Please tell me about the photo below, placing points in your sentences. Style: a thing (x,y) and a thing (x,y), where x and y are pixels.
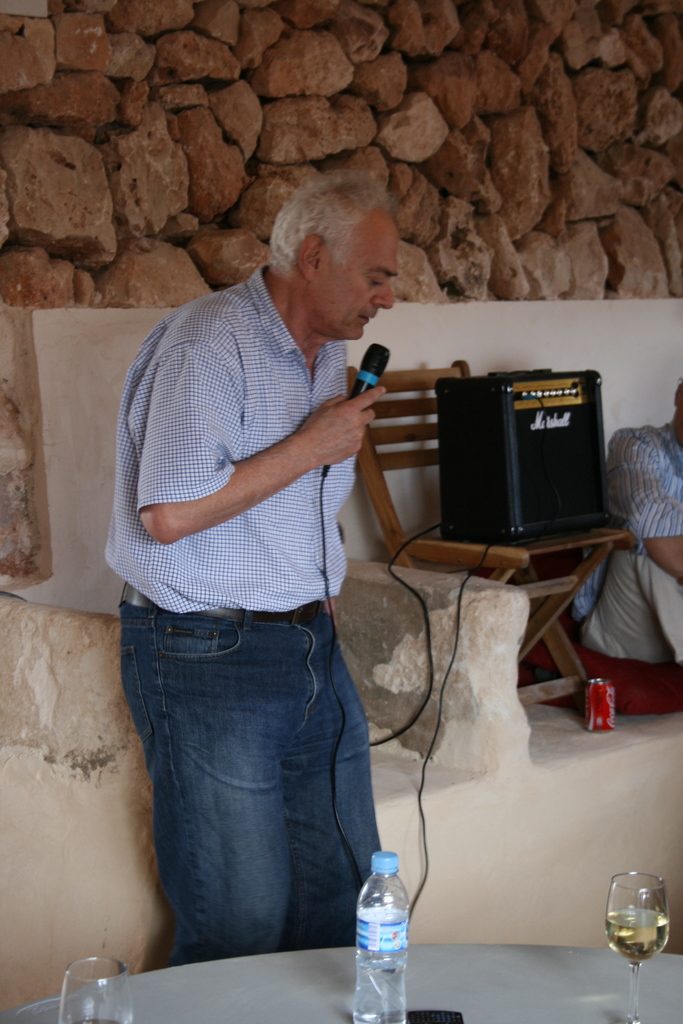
Here we can see a man (180,937) standing. He is holding a microphone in his right hand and he is speaking. This is a table (544,980) where a glass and a water bottle (364,1018) is kept on it. This is a chair (538,610) where a speaker (488,497) is kept on it. Here we can see a man (611,553) on the right side (670,579).
